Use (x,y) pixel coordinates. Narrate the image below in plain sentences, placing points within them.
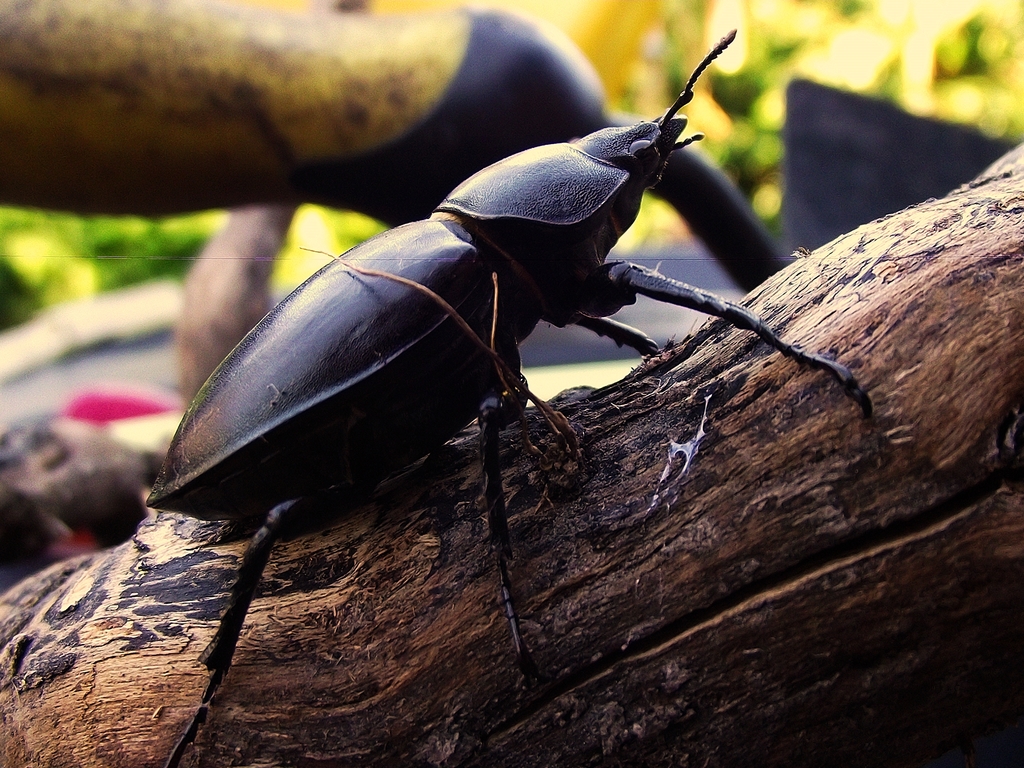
In the picture we can see a tree log (601,582) on it, we can see an insect (251,396) which is black in color with legs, and antenna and behind it we can see some plants (802,32) which are not clearly visible.
